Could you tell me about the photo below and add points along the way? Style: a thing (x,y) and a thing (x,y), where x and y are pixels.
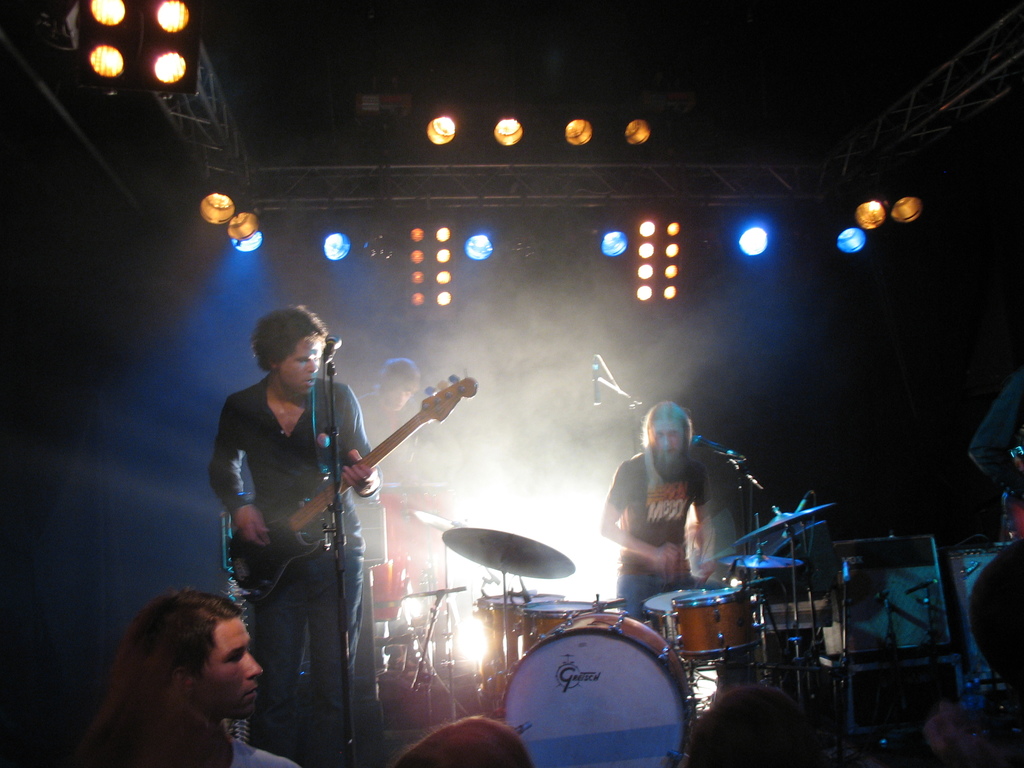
In this image there is a man (329,478) standing and playing a guitar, another man (628,460) sitting and playing drums (508,545), another man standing near the drums (533,728) another person (208,739) to the left side (164,672) corner and at back ground (156,79) there are focus lights (171,82) and iron rods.
